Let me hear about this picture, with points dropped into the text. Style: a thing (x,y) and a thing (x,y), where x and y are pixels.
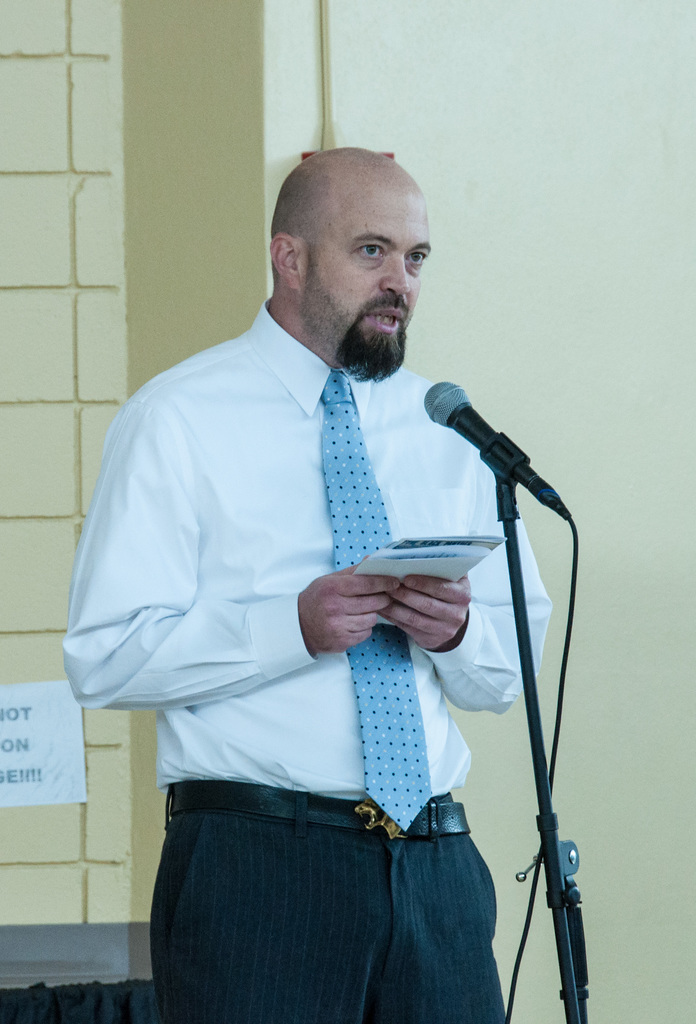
In this picture we can see a man (358,620), he is holding papers (382,566), in front of him we can see a microphone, in the background (541,707) we can see a pipe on the wall (527,173).
